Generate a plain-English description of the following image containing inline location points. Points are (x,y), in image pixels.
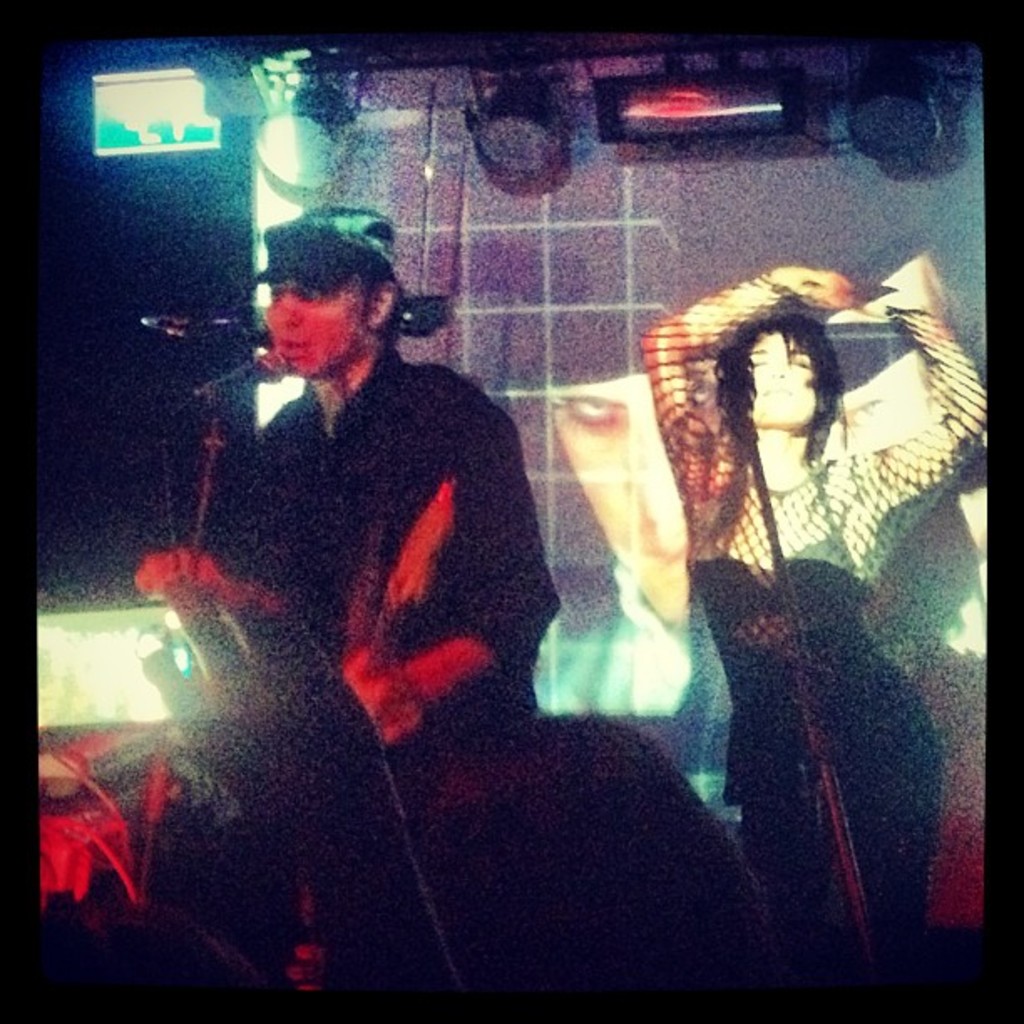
In the center of the image (493,620) we can see two people (457,598) are standing. And in front of the left side person (378,593), there is a microphone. At the bottom of the image (303,898), we can see some objects (298,819) and the hand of a person (267,691). In the background (545,266) there is a wall (515,269), screens (545,266) and a few other objects (519,79).
